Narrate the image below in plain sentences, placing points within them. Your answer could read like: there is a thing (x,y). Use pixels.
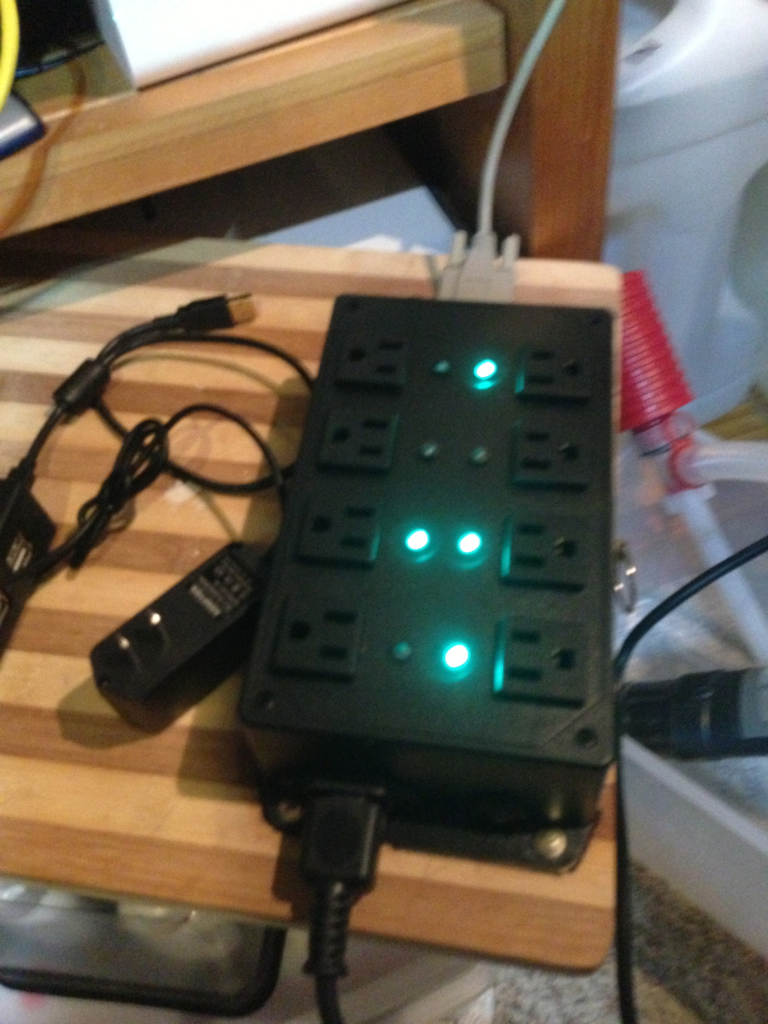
In this picture I can see there is a plug box (435,740) and it is placed on the wooden table (125,741) and there is a white and red color object (681,413) on the right side (746,246), there are few more objects (161,53) on the left side (197,51).
